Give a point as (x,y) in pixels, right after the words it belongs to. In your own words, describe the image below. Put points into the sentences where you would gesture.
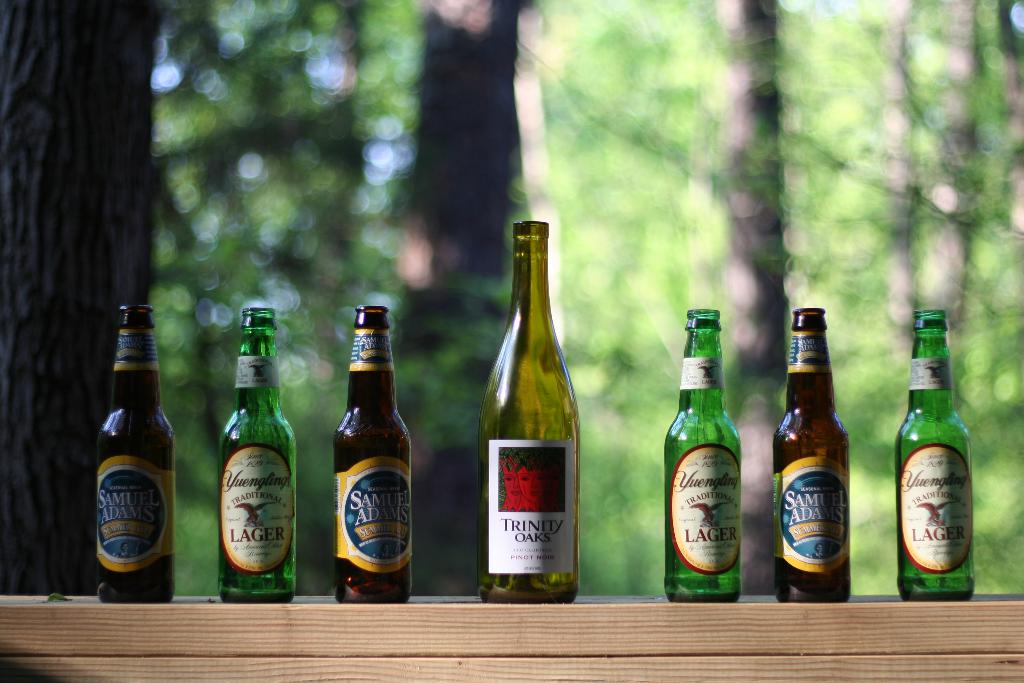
In the picture there is a table (341,609) and on the table (324,597) there are total seven bottles (738,471), six bottles (738,471) are of same size and one bottle (499,366) is bigger than them, the big bottle (502,422) is placed in the middle (534,336) and three on the right side (959,549) and three on the left side (331,386) in the background (451,187) there are plenty trees (451,89).
